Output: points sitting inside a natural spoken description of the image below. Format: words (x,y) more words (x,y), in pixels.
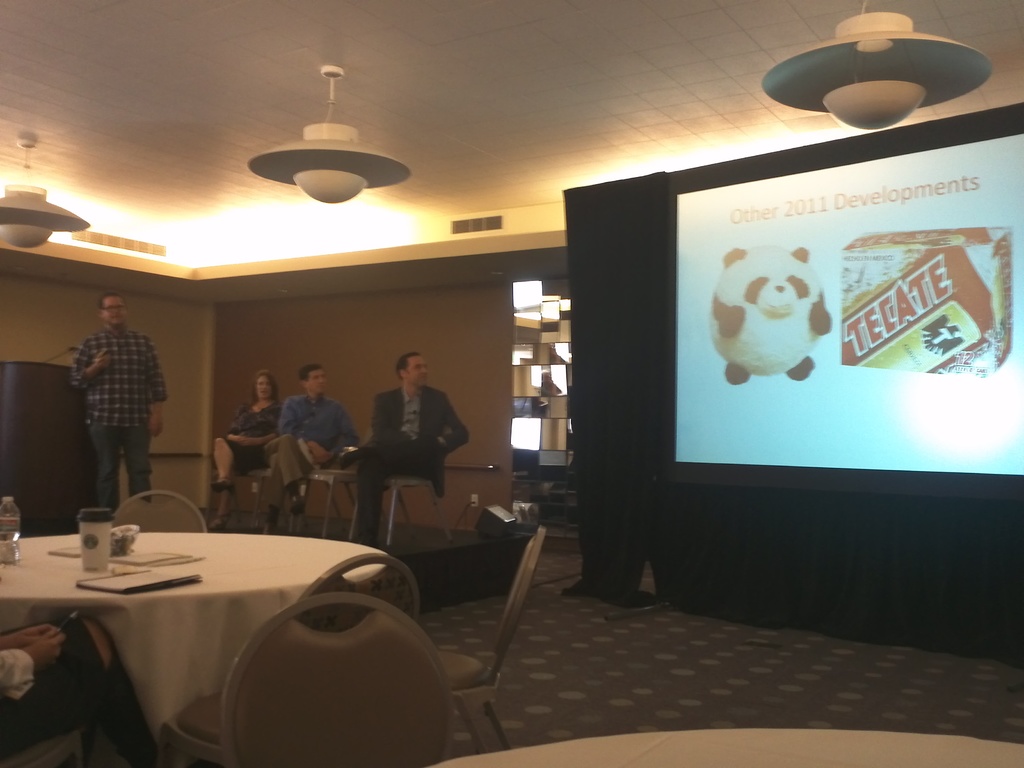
There are four people (422,442) sitting in a room (177,388). One of the guy (123,412) is standing in the front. There is a table (202,553) and some chairs (279,649) in front of the table (314,552). On the table (64,542) there is a cup (80,539). We can observe a projector screen display (849,343) here. In the background (42,217), we can observe some ceiling lights (42,217) here.
